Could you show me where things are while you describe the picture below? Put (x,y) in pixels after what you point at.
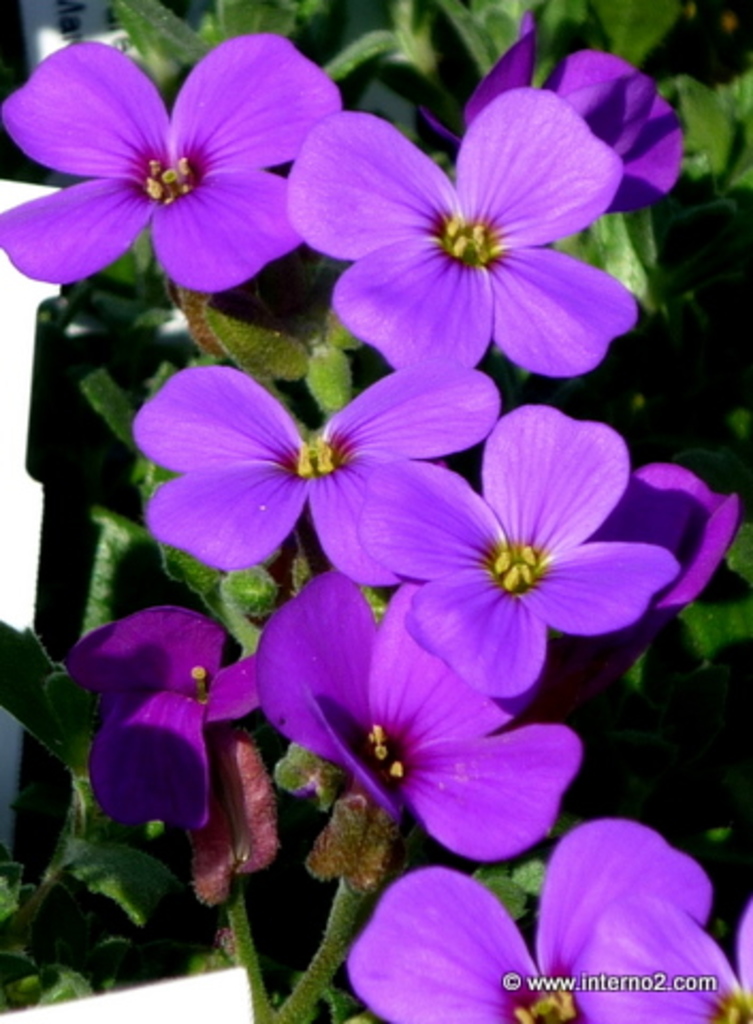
In this image we can see some purple color flowers (257,431) on the plants (259,360) and also we can see a board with some text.
